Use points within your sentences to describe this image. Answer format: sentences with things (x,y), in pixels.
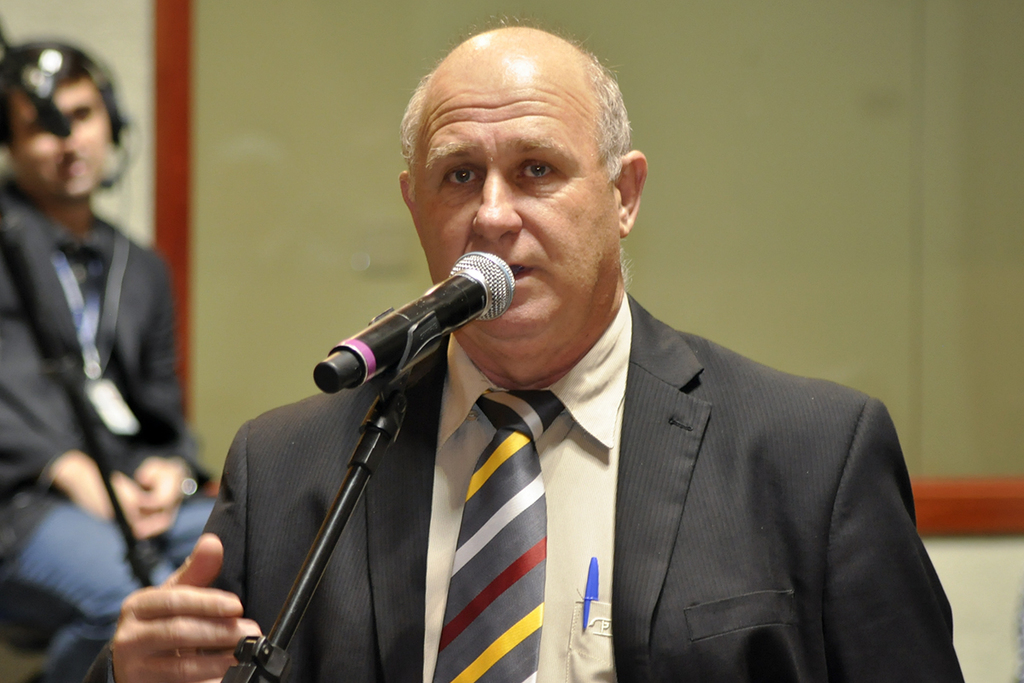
In this image, we can see an old man (632,595) in a suit (697,500) is talking in-front of a microphone (399,355). Here there is a stand (327,549). Background (173,13) there is a blur view. Here we can see a board (273,216) and wall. On the left side of the image (154,301), we can see a person (83,563) is sitting.
